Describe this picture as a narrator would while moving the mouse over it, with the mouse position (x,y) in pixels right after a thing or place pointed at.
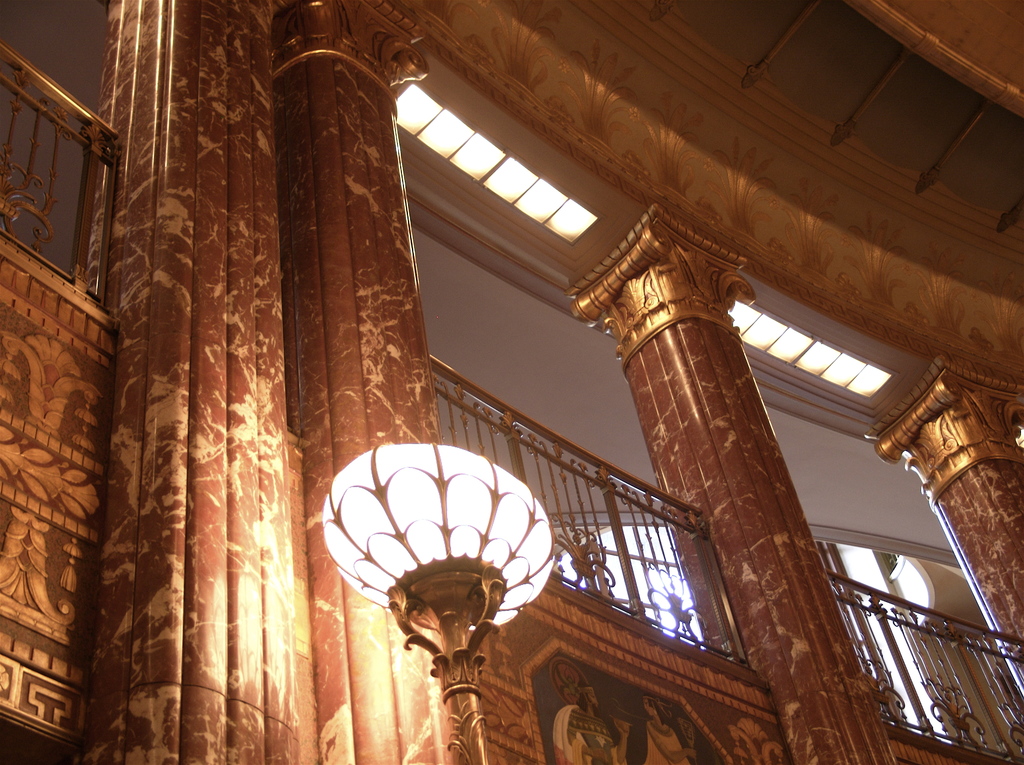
In the picture I can see the pillars (724,372), design (686,730) on the walls (755,677), I can see light pole (469,583) and the ceiling (566,300) in the background (465,236). Here I can see the railing (579,577).
